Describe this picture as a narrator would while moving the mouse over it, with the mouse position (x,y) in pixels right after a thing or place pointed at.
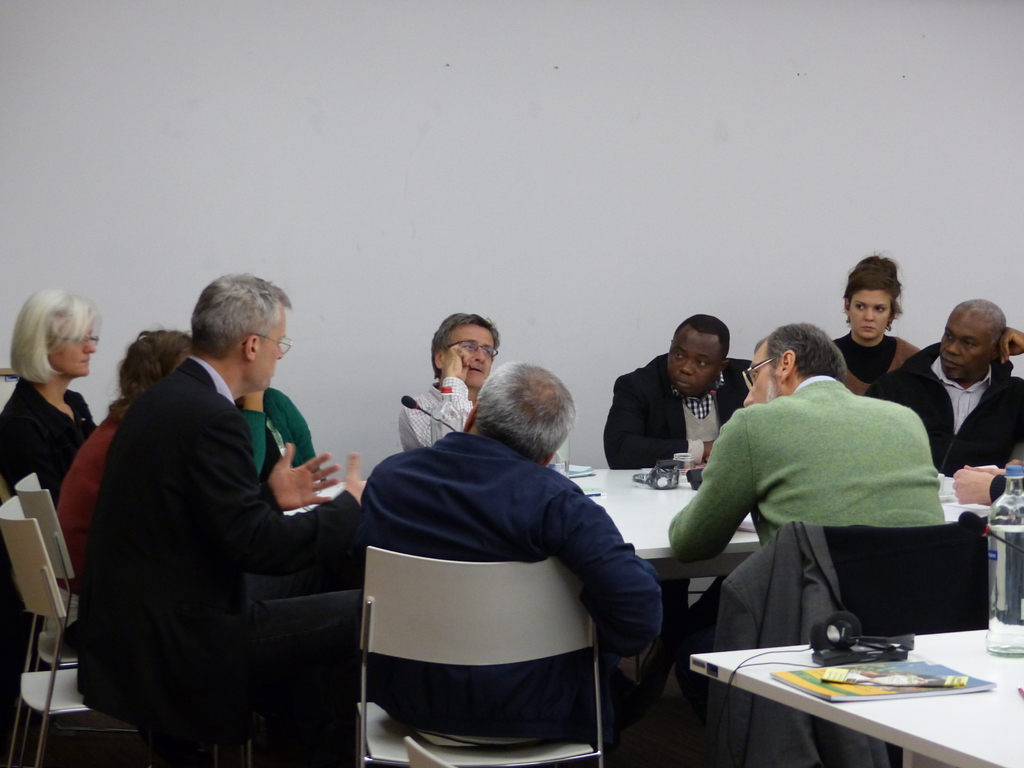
There are a group of member (61,416) sitting around a table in a conference. Some of them is having a microphone (422,408) in front of them. There are women (123,396) and men (196,473) in this group (688,508). In the background (437,164) we can observe a wall (522,170) here.
